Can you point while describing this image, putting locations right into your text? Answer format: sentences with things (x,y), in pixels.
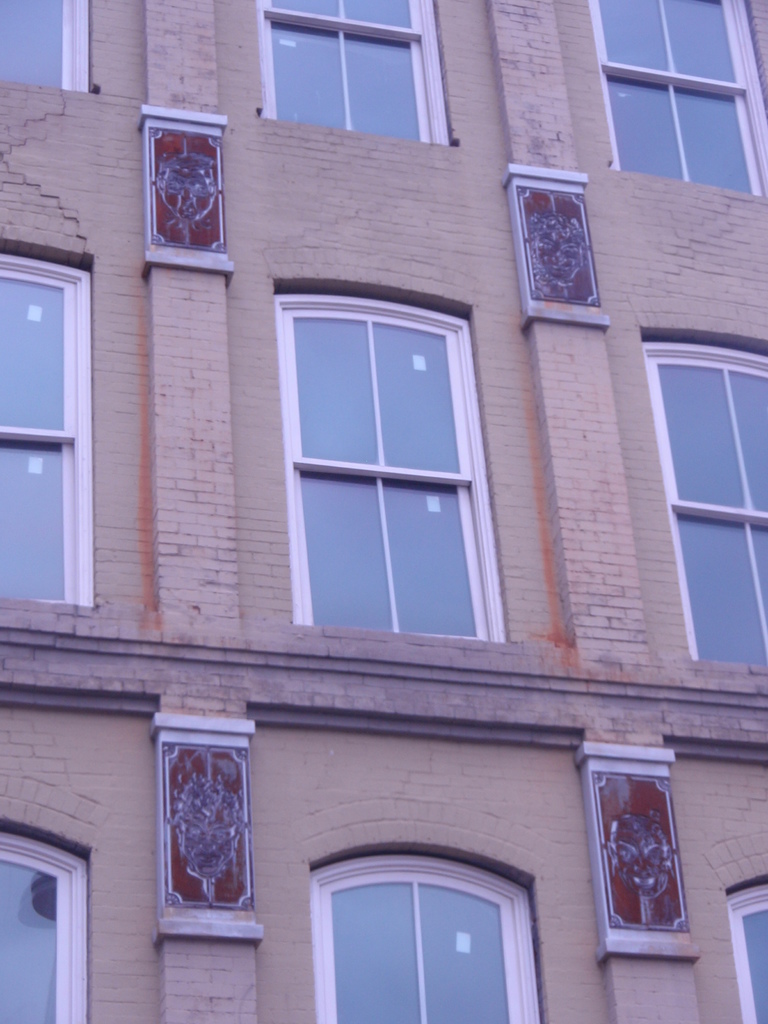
In this image there is a building (489,380) with the glass windows (45,572).
